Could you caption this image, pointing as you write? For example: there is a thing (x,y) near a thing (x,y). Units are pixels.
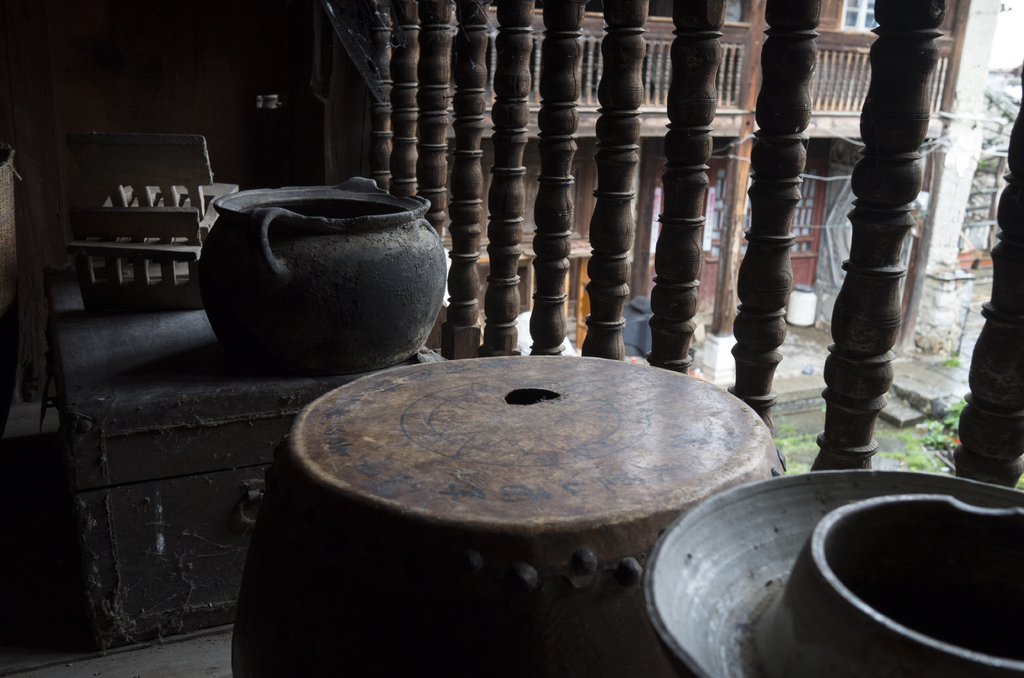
In the foreground of this image (532,549), there are few metal objects (705,599) and wooden objects (490,582) on the floor (199,673) and also few wooden objects (162,283) and a metal bowl (278,313) like an object (271,325) on a box (188,437). On the top (692,70), there is a railing (681,59). In the background (726,238), there is railing (839,77) of a building (847,80), a wooden poles (742,235), a white can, grass (906,438) and the wall (925,329).
